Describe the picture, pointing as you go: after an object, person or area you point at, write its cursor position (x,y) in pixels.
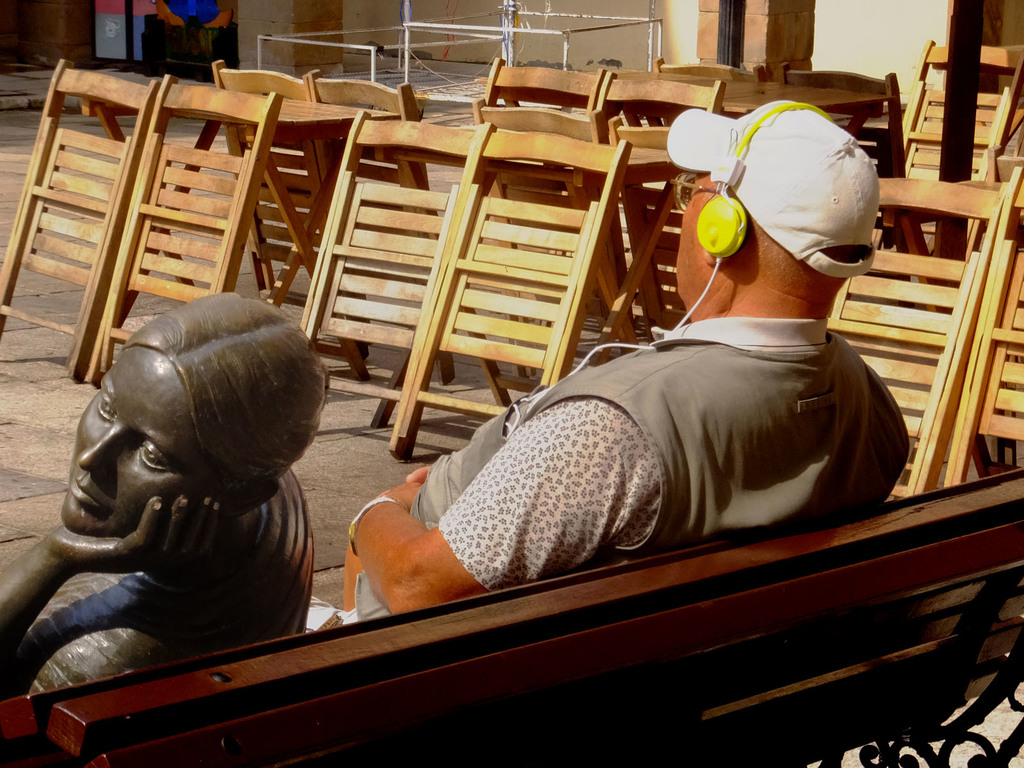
In the image we can see there is a man (715,373) who is sitting on bench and he is put on headphones (726,214) and wearing a white colour cap (799,226).
